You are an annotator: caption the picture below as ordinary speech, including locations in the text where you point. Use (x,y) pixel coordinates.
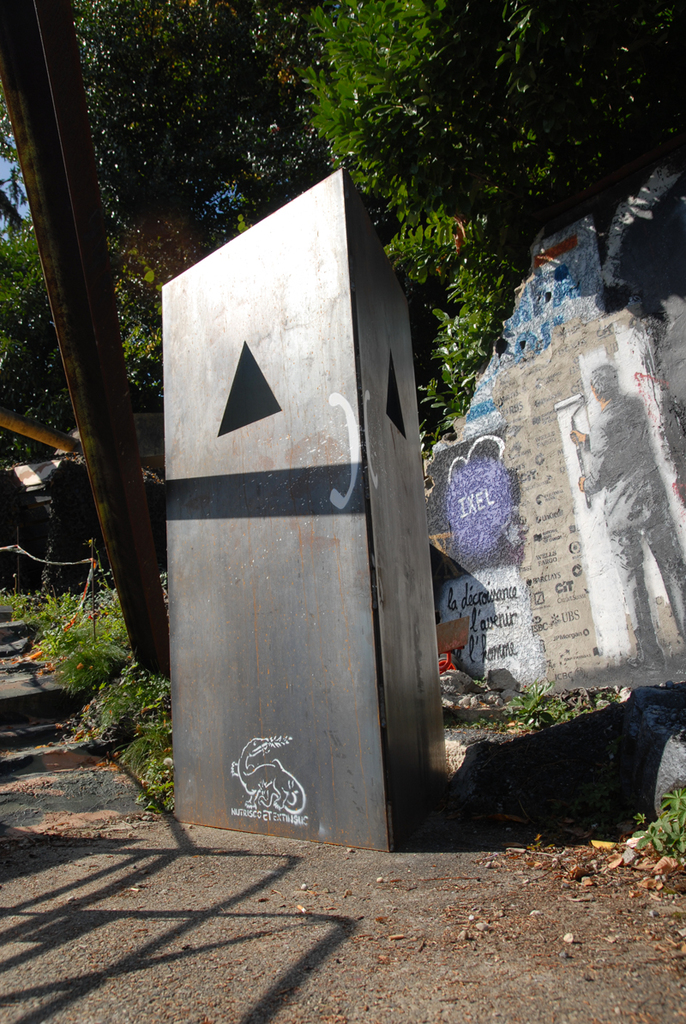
This picture consists of metal box (274,386), on metal box (274,386) there is a sign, beside metal box (336,789) there is a pole (74,297), there are some trees (144,54) visible at the top (575,76), on the right side (602,336) there is a wall (622,570), on the wall (642,388) I can see person image (650,526).
